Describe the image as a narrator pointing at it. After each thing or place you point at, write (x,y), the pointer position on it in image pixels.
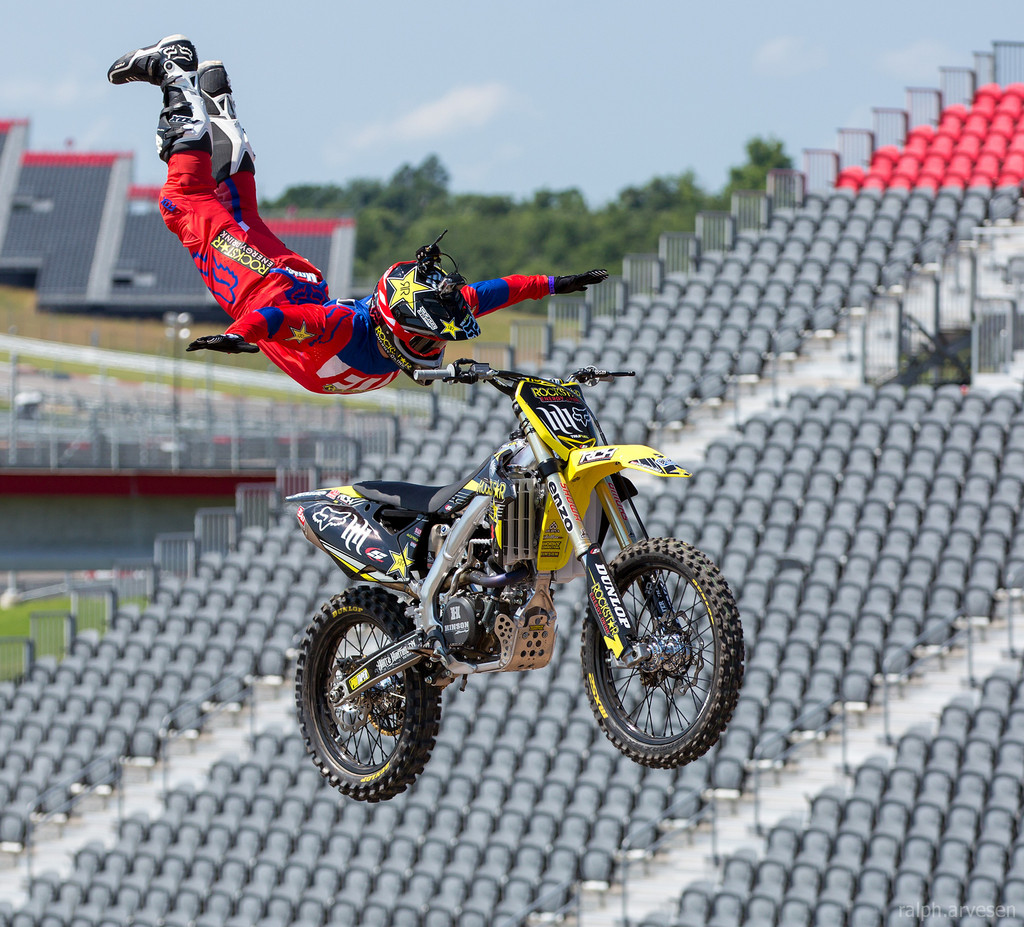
In this image a person (322,317) and a bike (638,654) are in air. Person (331,363) is wearing a red color jacket (332,345), boots (172,94), gloves (240,336). Background (193,827) there are few chairs (802,459) are on the stairs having fence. Beside there are few trees (562,226). Top of image (553,187) there is sky (510,94).
